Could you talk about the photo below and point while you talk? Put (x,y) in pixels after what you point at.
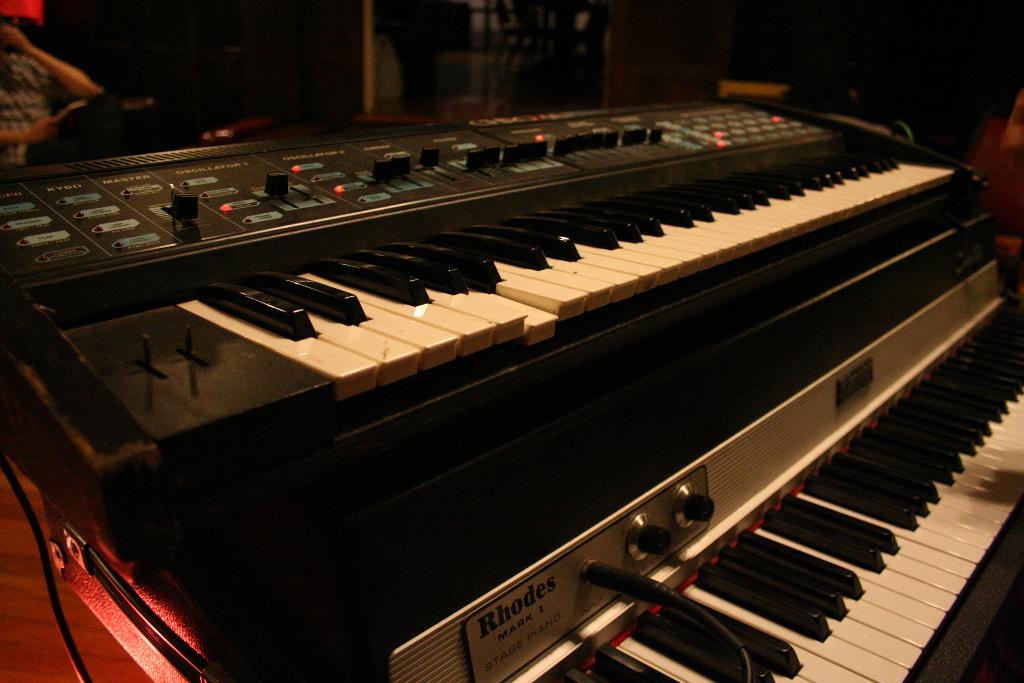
In this picture we can see a piano keyboard (585,282). Afar there is a person (80,94) sitting.
